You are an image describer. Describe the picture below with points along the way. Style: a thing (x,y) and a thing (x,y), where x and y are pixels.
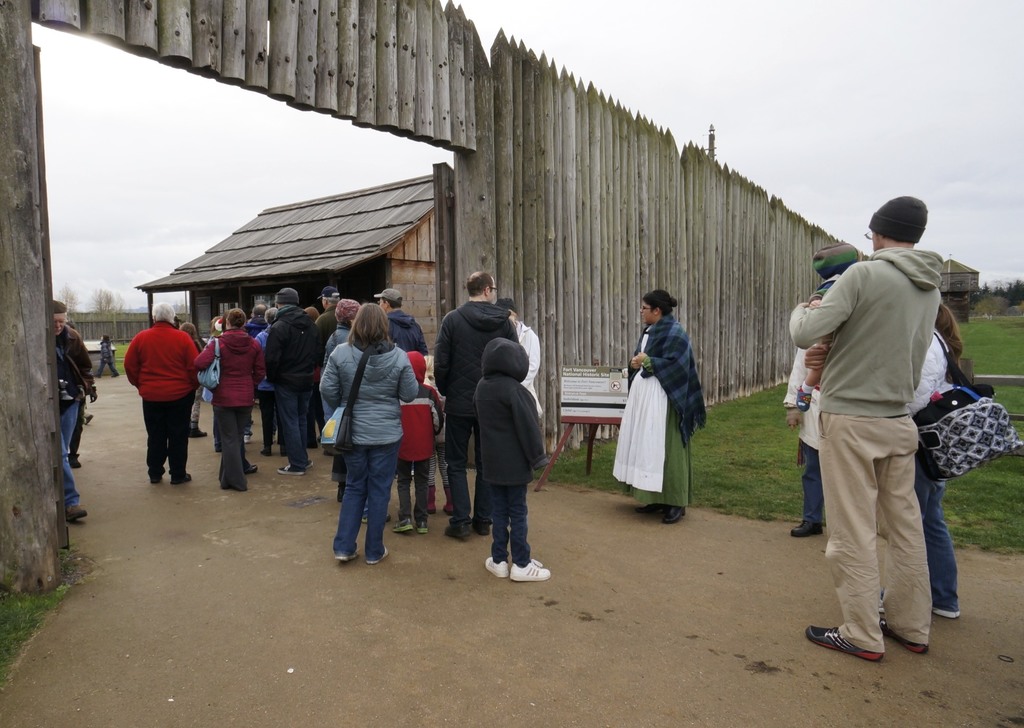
In the image we can see there are lot of people (893,479) standing and they are wearing jackets (504,482). There is a wooden building (303,229) and wooden fencing (447,241). The ground (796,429) is covered with dirt (249,444).
